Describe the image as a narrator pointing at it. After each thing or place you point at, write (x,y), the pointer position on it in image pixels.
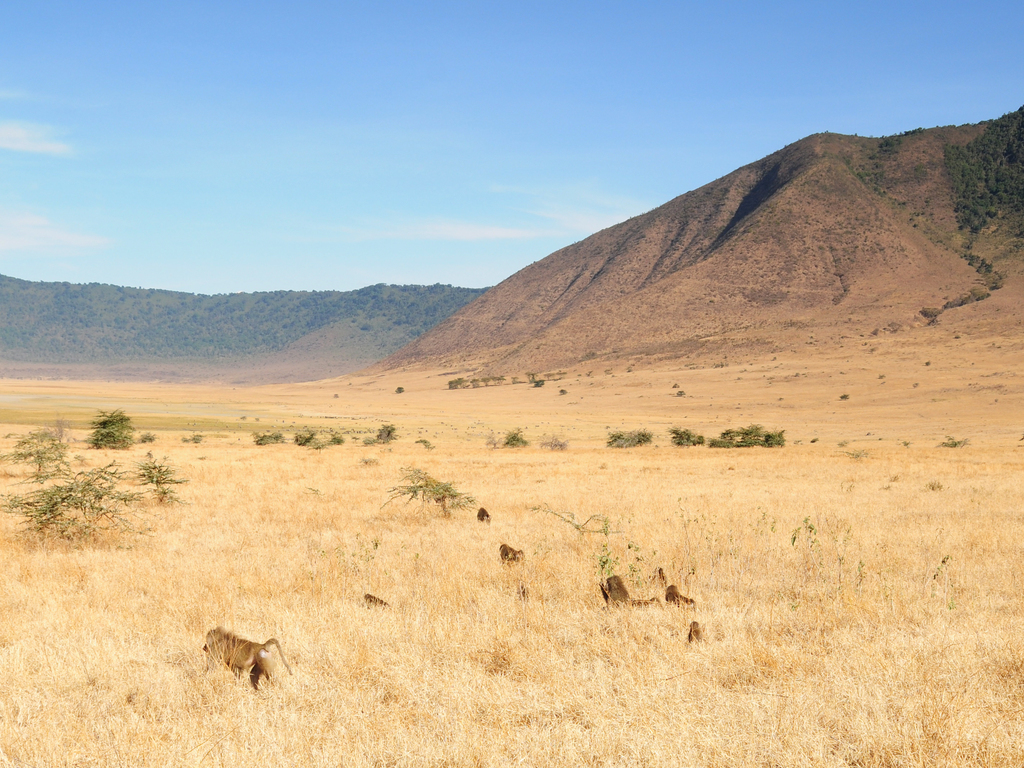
In this image, we can see dried grass (487,577) on the ground (621,694), there are some animals (240,663), at the right side (700,349) there is a mountain (723,215), at the top (704,70) there is a blue color sky (547,105).
